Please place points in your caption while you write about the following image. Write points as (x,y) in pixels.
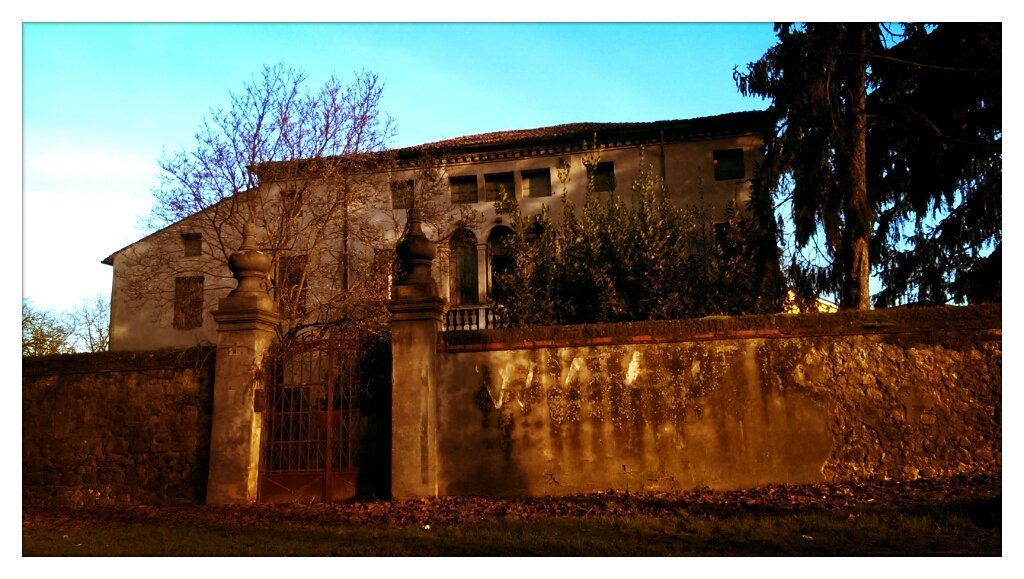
In this image we can see a building (447,292) and it is having many windows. There are many trees (309,317) in the image. There is a sky (647,55) in the image. There is a gate (318,350) in the image. There is a fencing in the image.
